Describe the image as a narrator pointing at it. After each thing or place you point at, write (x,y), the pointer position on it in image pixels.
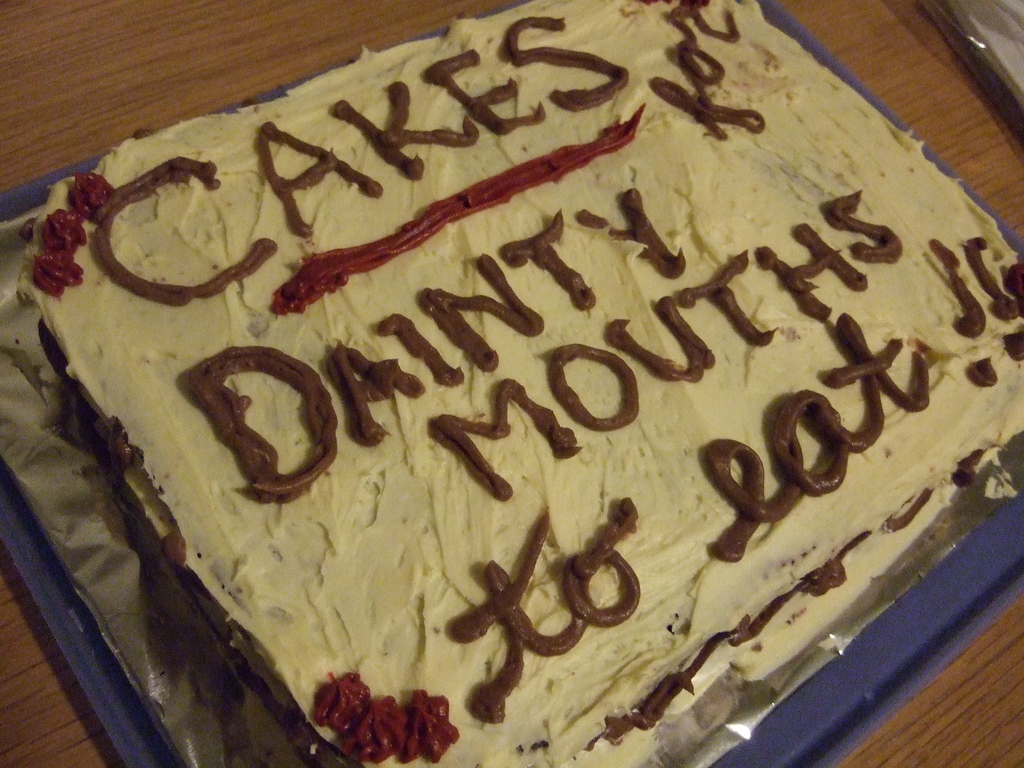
In the center of the image (553,422), we can see a cake (364,417) on the tray (788,727) and there is some text (565,265) on it. At the bottom (1011,663), there is a table (861,64).
